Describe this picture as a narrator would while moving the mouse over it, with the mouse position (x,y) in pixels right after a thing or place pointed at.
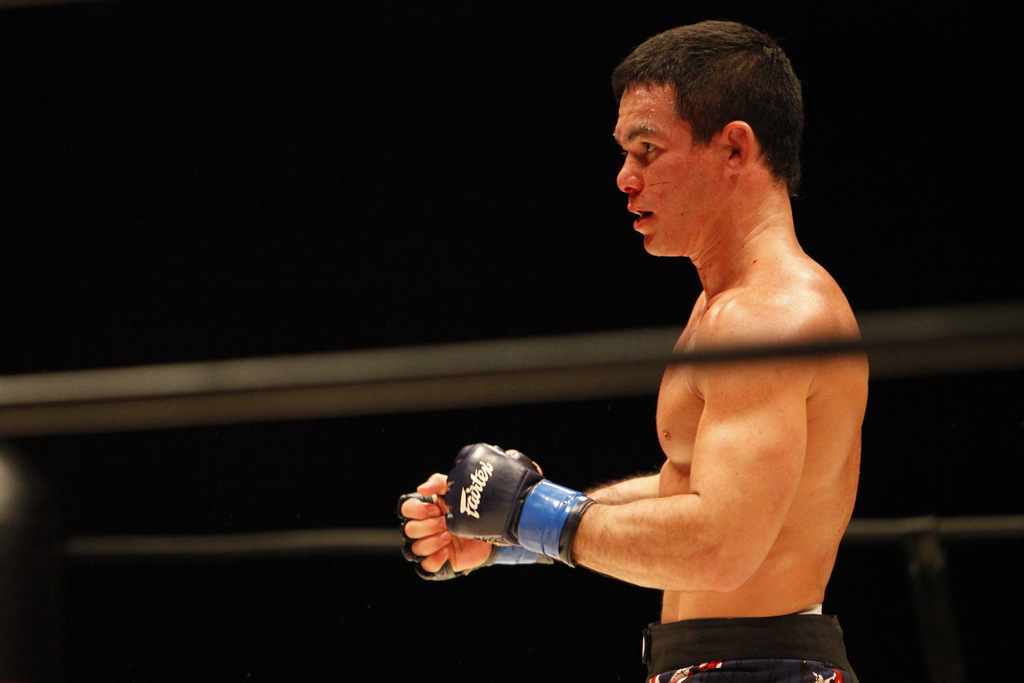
In this image I can see a person (813,626) wearing black color gloves (486,468) and I can see dark background (9,210).
